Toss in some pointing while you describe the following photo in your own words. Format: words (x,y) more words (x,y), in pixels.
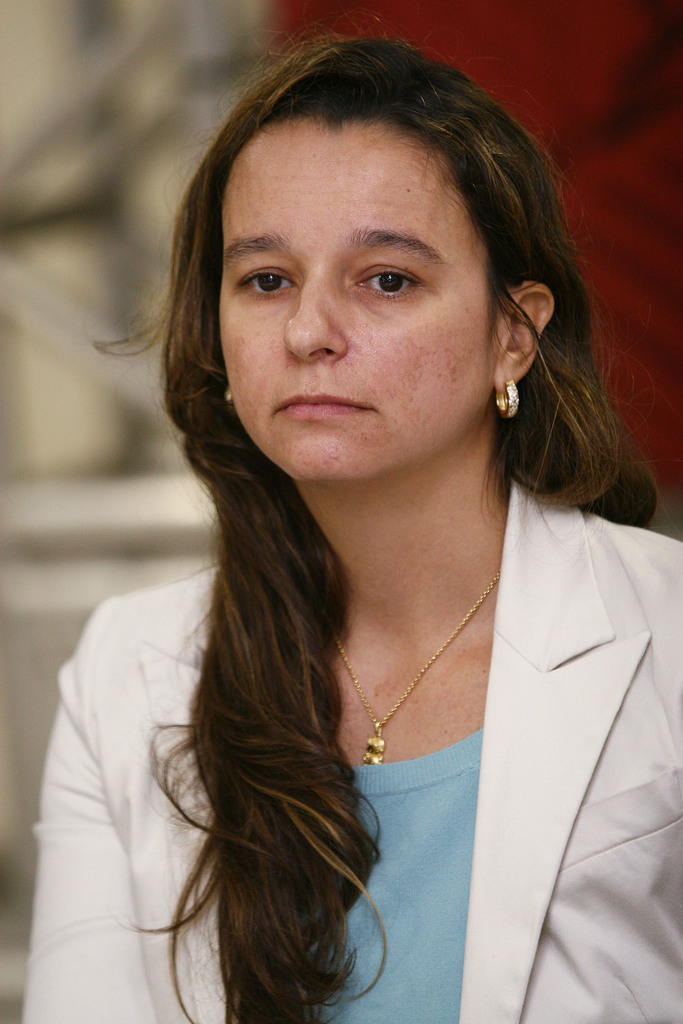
Here we can see a woman (334,385). This woman (584,597) wore earrings (517,405), chain (405,693) and suit (613,693). Background (603,61) it is blur.
